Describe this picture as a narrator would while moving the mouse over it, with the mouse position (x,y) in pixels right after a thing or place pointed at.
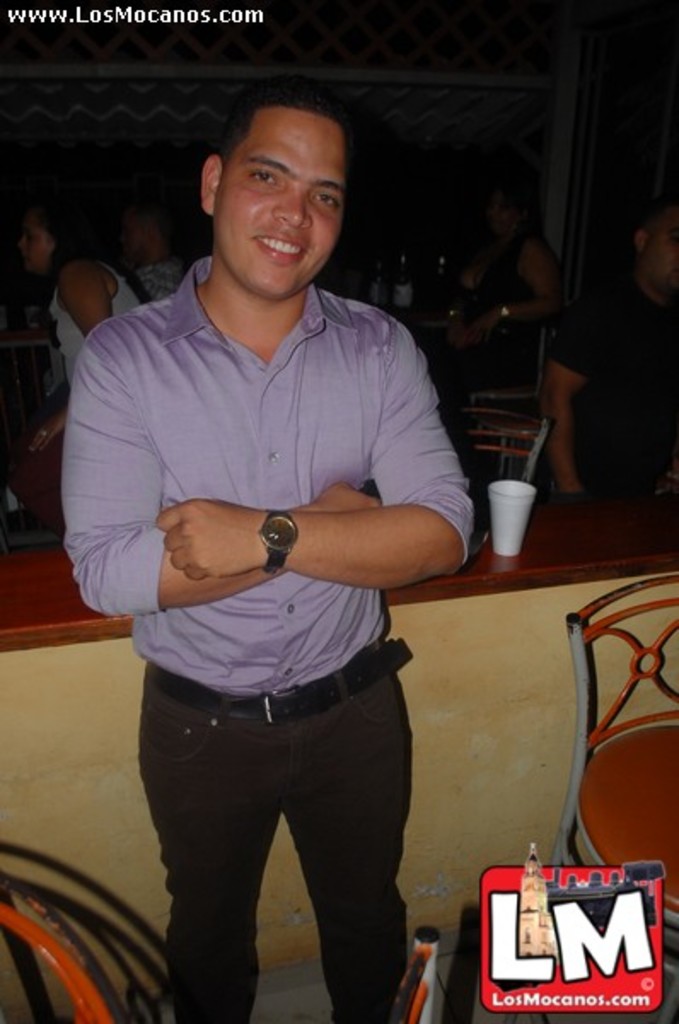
In this picture we can see a man (251,430) is standing. On the right side of the man (264,810) there is a chair (620,744). Behind the man (234,538) there is a paper cup (516,507) on an object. Behind the cup (505,492) there are bottles (379,271), chairs (507,451) and a group of people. On the image there are watermarks (561,926).
